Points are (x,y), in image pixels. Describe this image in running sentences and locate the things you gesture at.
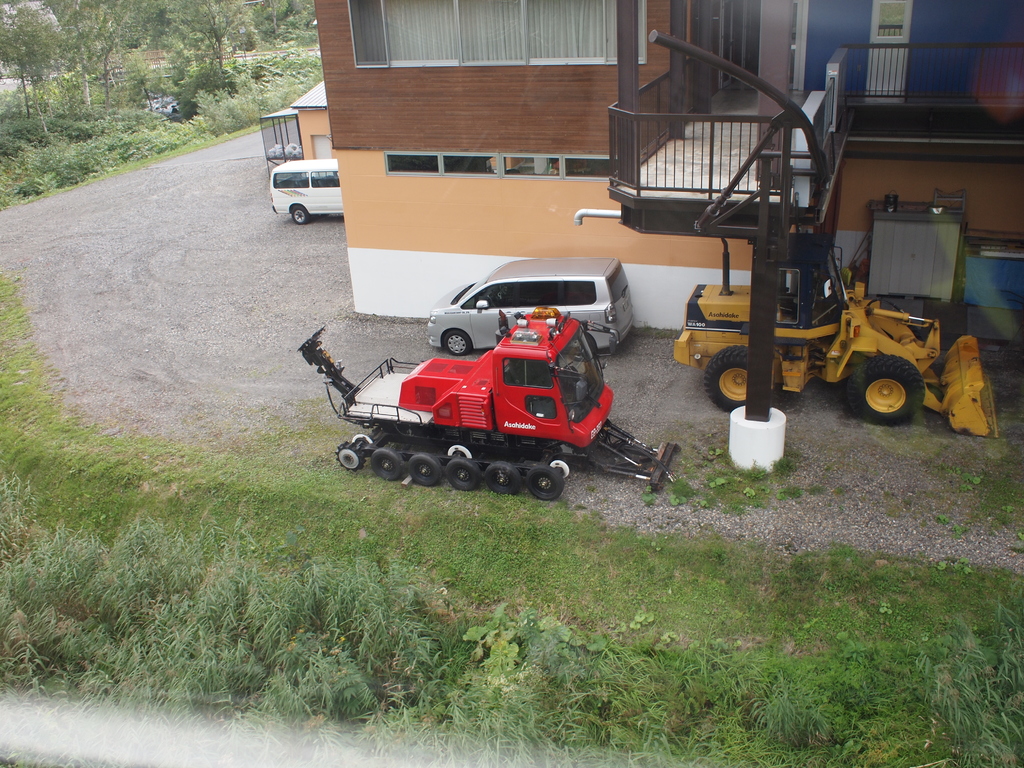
In this image I can see few vehicles (962,426). In front (523,379) the vehicle (522,398) is in red color and I can also see the building (447,128) in brown and cream color, few trees (192,94) in green color.
